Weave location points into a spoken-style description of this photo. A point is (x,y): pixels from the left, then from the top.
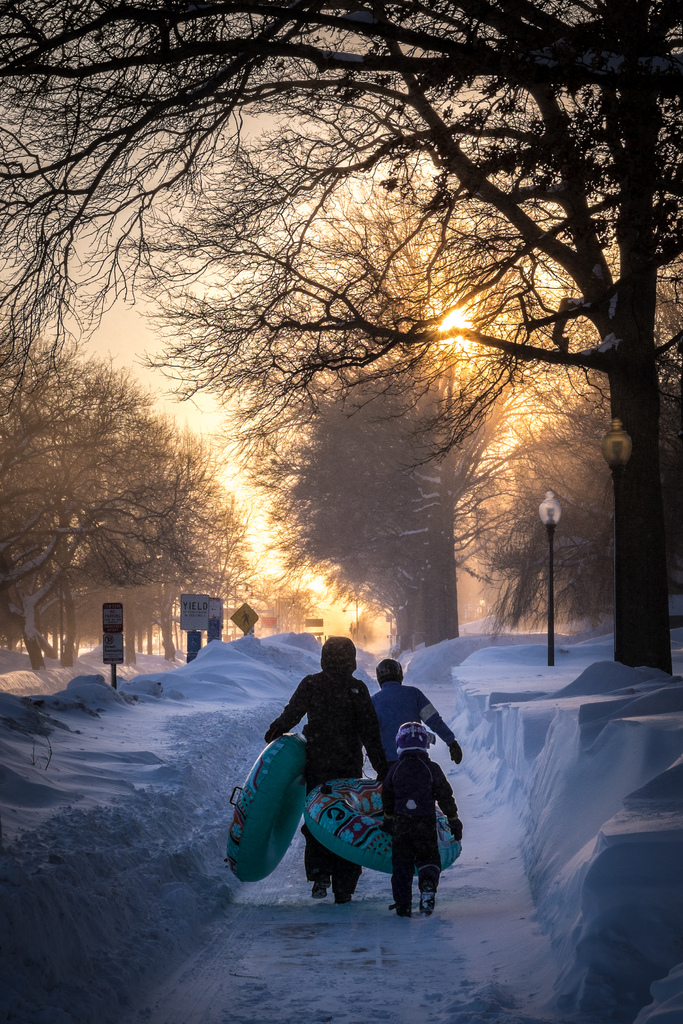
In this picture there are three boys (340,690) holding big snow tubes (325,836) and walking in the snow area (488,852). Behind there are many dry trees (51,507) and a black color lamp post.
